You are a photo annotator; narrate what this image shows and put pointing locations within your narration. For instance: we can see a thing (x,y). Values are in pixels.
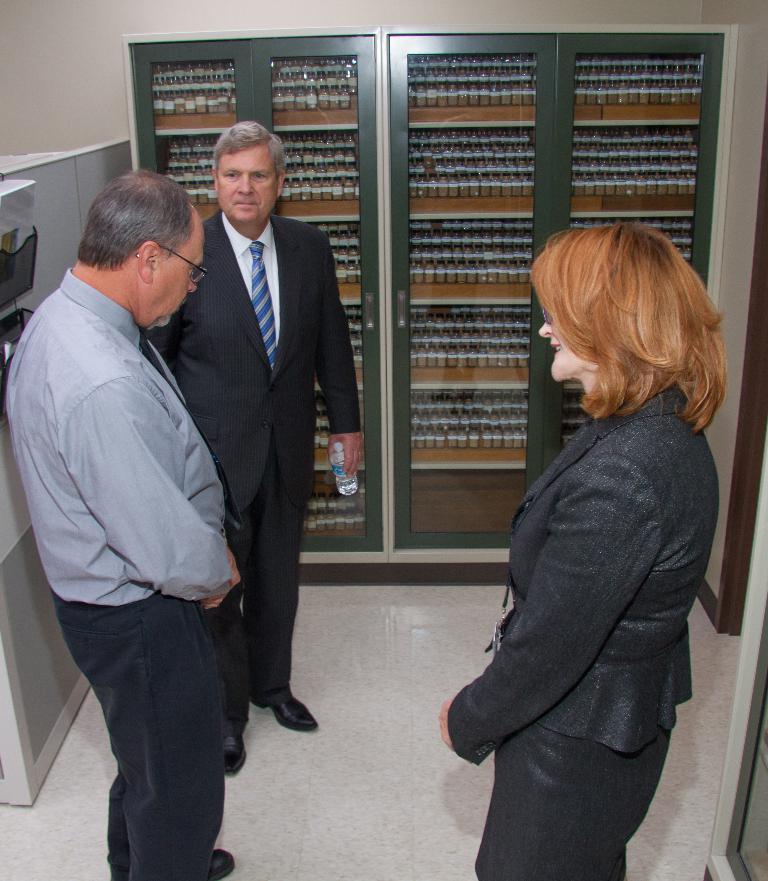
In the image we can see two men (261,254) and a woman (633,545) standing, they are wearing clothes (254,492) and it looks like they are talking. Here we can see the floor (394,729), cupboards (349,551) and the wall (49,59).
